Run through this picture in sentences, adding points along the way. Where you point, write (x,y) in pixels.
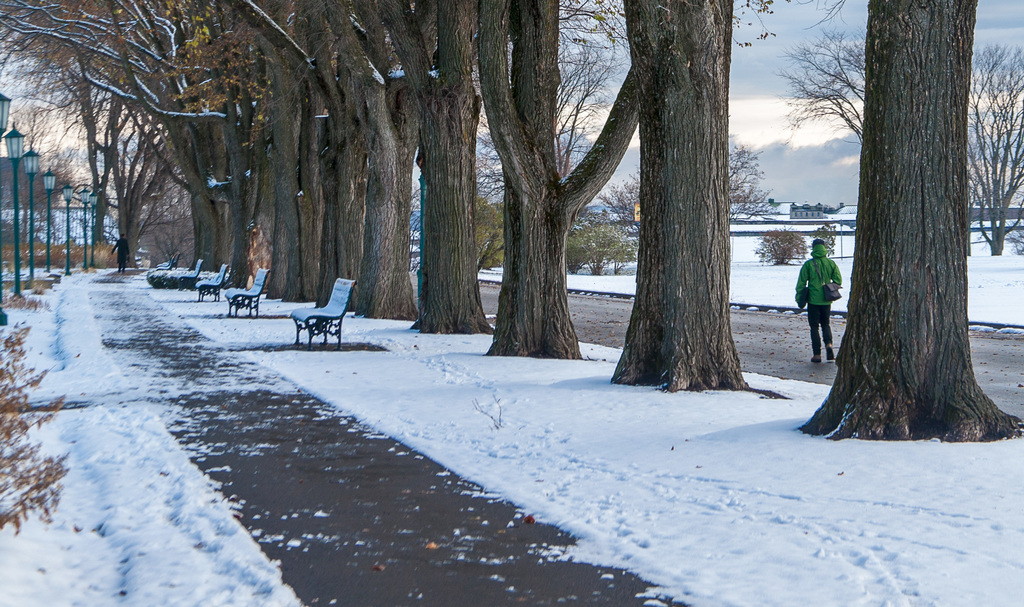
On the left side (85,196), there are lights (49,188) attached to the poles (46,194). Which are on the ground (20,298) on which, there is snow (83,369). Beside this snow (100,471), there is a road (245,379). On the right side (887,570), there is snow (531,409) on the ground (502,403) on which, there are benches (308,312) arranged and there are trees (183,152). In the background (838,281), there is a person (819,242) in green color coat (831,272) walking on another road (800,364), there are plants (616,236), trees (495,227) and clouds (760,61) in the sky (739,57).
